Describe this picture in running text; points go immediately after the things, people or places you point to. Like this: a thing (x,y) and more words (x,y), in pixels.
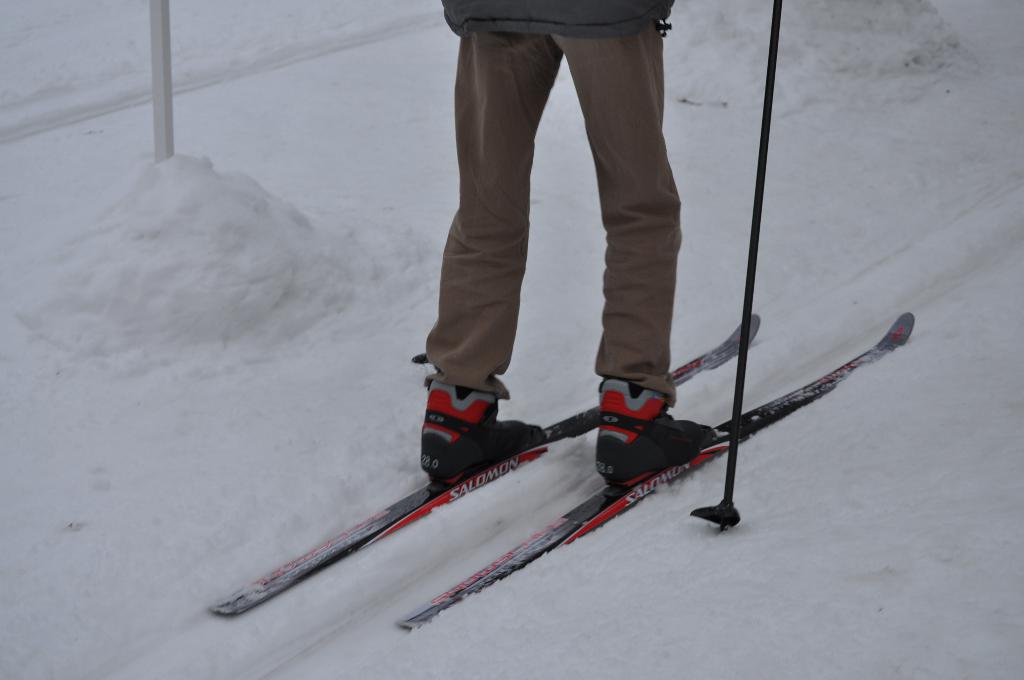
In the image we can see there is a person (484,172) who is standing on the snow skates (481,478) and the ground (76,467) is filled with snow (818,310).
